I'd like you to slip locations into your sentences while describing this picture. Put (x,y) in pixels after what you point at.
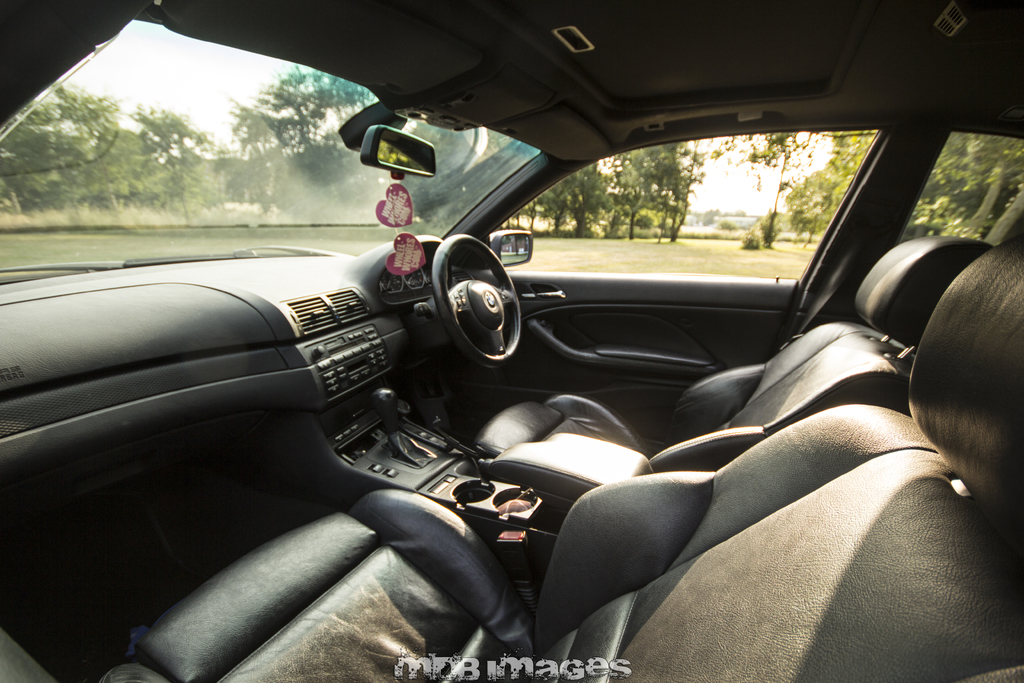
In this image we can see the inner view of a car (740,326), ground (657,264), trees (557,225) and sky (181,90).
